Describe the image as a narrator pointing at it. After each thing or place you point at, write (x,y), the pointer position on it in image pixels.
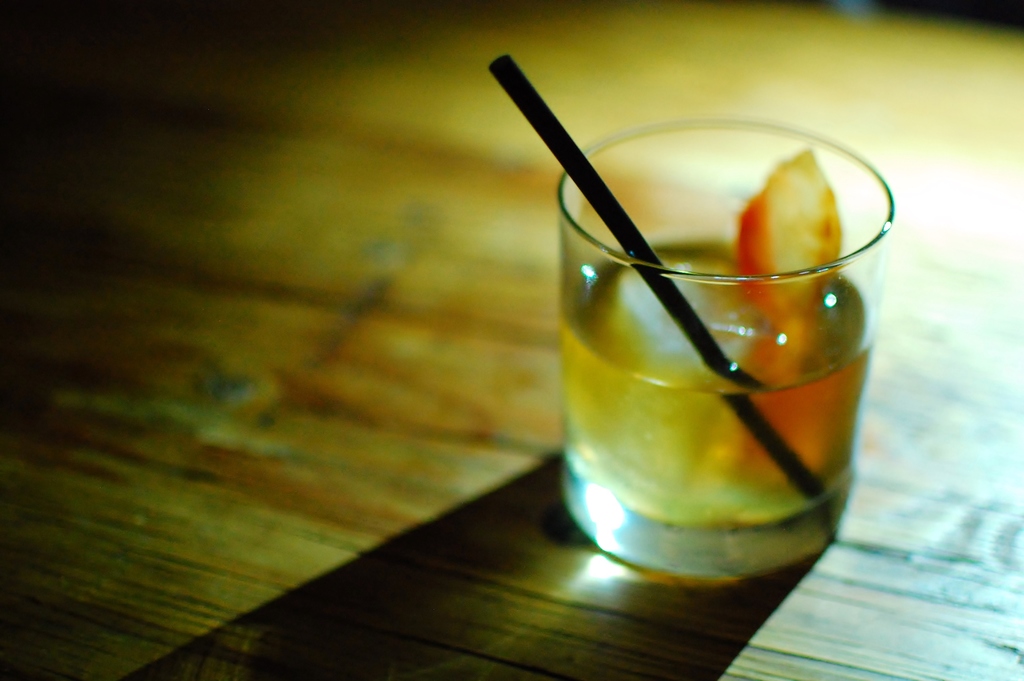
In this picture I can see a glass (707,515) with a straw (507,83) and liquid (711,501) in it, on the table (599,82).
